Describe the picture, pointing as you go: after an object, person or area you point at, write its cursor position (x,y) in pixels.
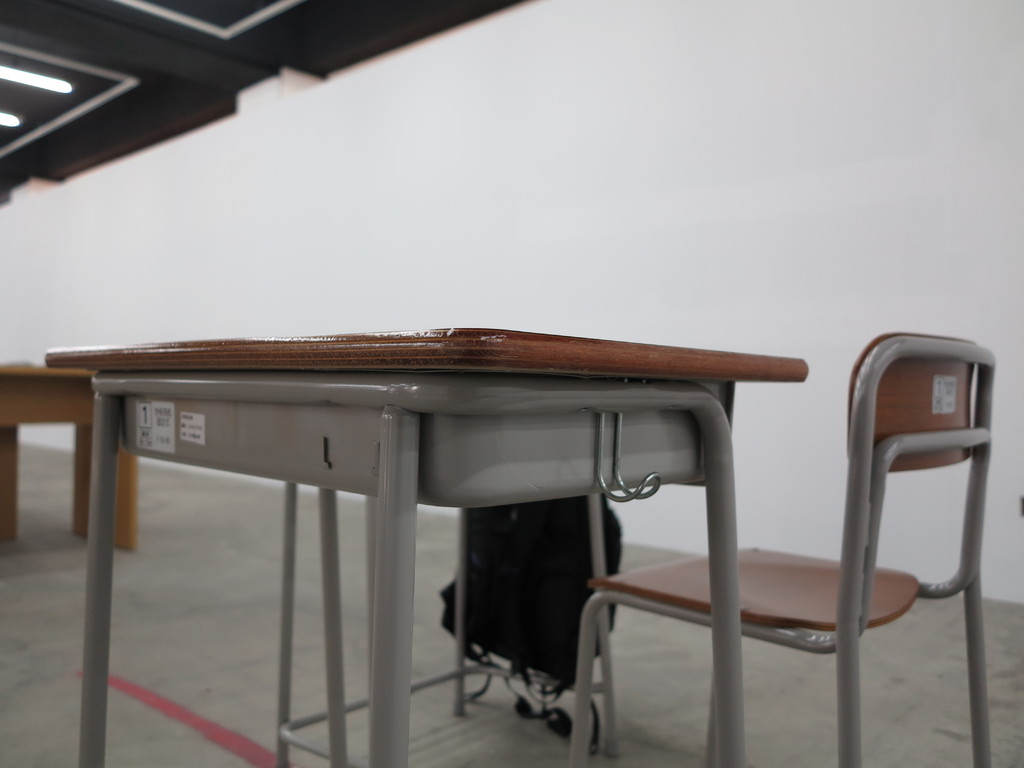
In the picture we can see a table (495,495) and a chair (854,656) and to the table (482,500) we can see a bag (573,605) and beside the table (86,591) we can see a part of another table (82,452) and to the ceiling (54,97) we can see lights (52,80).
